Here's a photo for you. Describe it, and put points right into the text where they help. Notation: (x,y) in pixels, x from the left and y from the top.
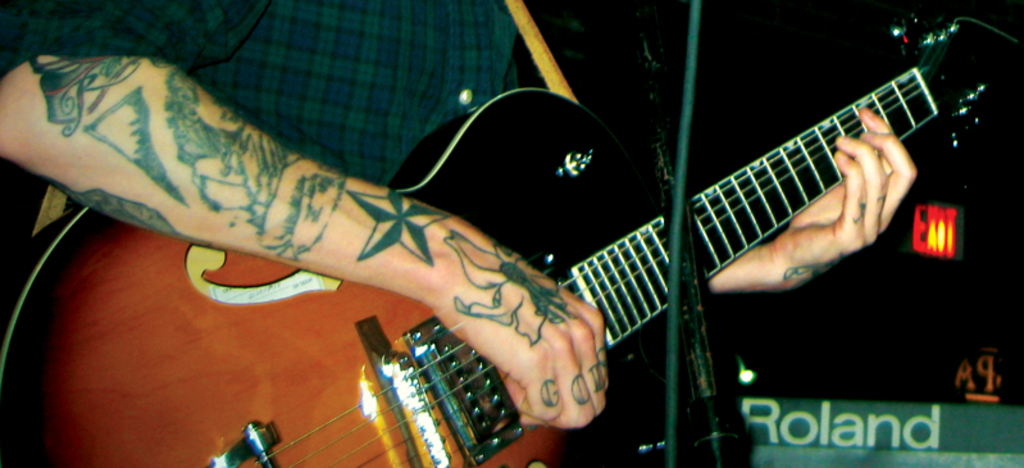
This is a man (297,213) standing and playing guitar (621,311). This is a tattoo (397,219) on the hand (476,291). This looks like a mike stand (670,295).
